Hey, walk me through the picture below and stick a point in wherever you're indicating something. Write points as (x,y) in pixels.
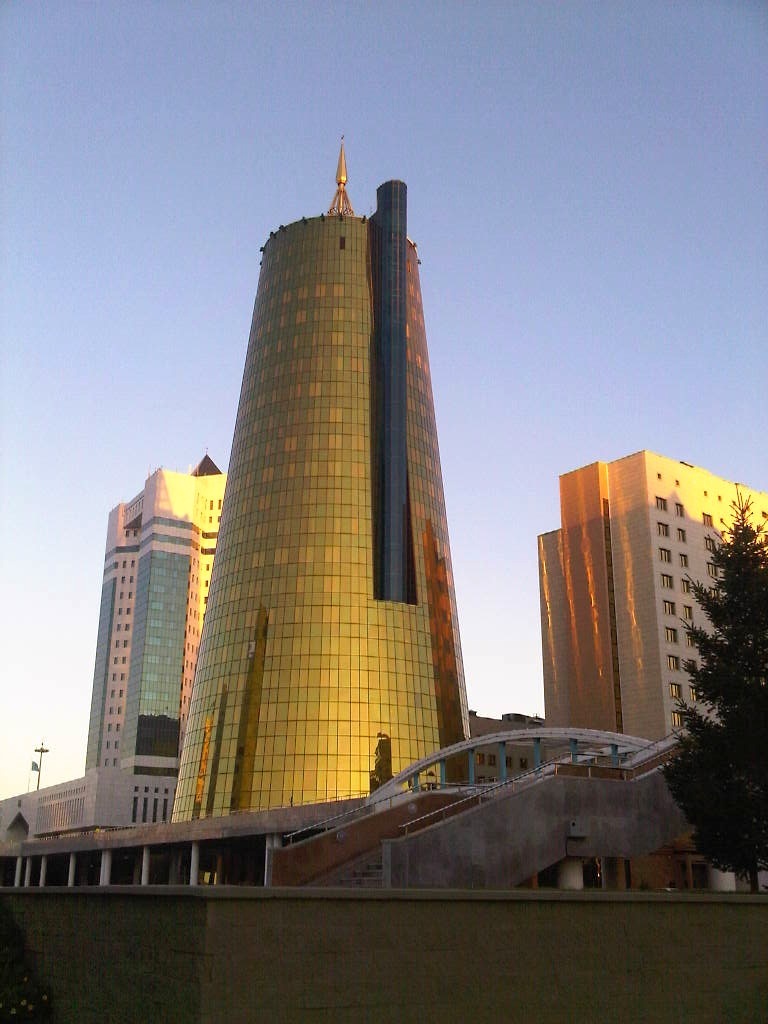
In this picture we can see the buildings (49,796), tower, pole (45,749), flag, windows (171,665), stairs (669,743), tree (722,739), pillars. At the bottom of the image (679,970) we can see the wall (380,950). At the top of the image (397,176) we can see the sky (90,348).
